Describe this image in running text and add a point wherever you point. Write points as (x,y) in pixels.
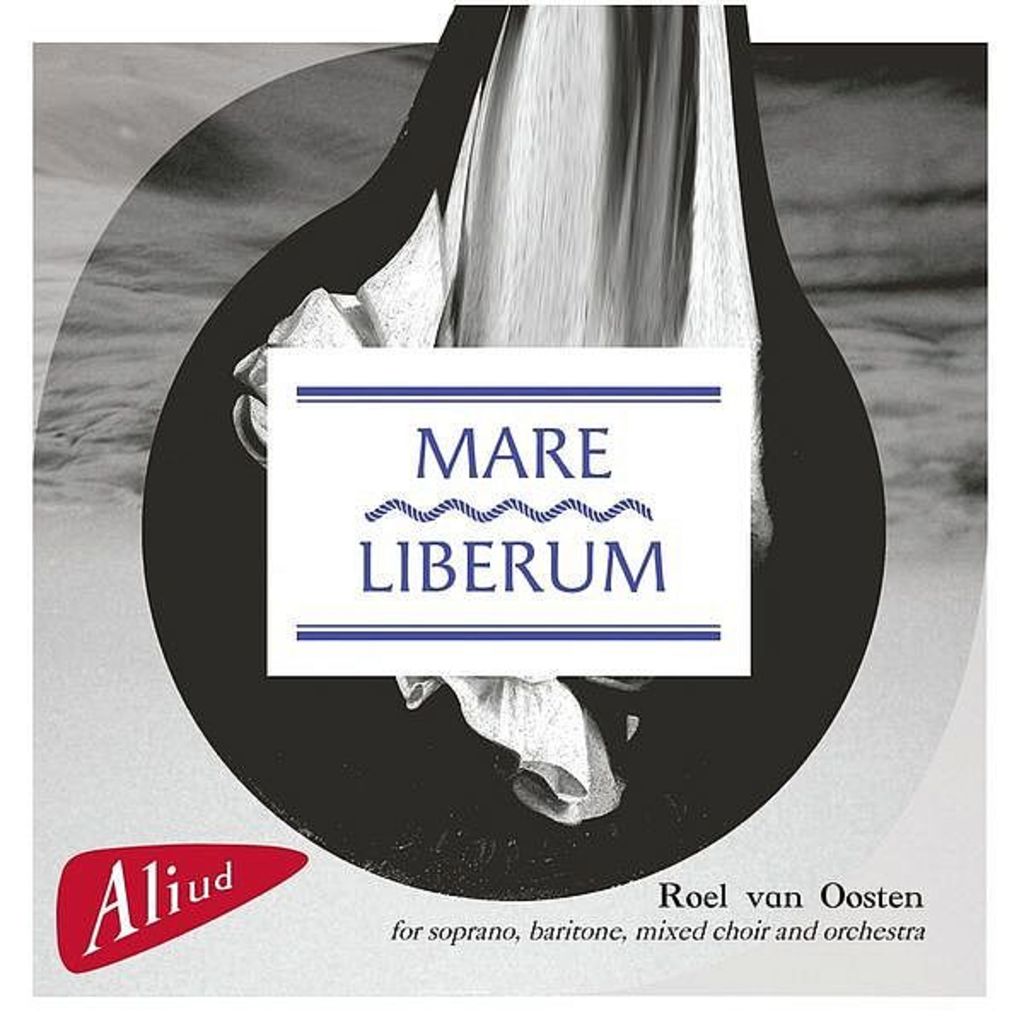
In this image we can see a poster (544,284). We can see an object (548,304) and some text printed on the poster (740,920).
